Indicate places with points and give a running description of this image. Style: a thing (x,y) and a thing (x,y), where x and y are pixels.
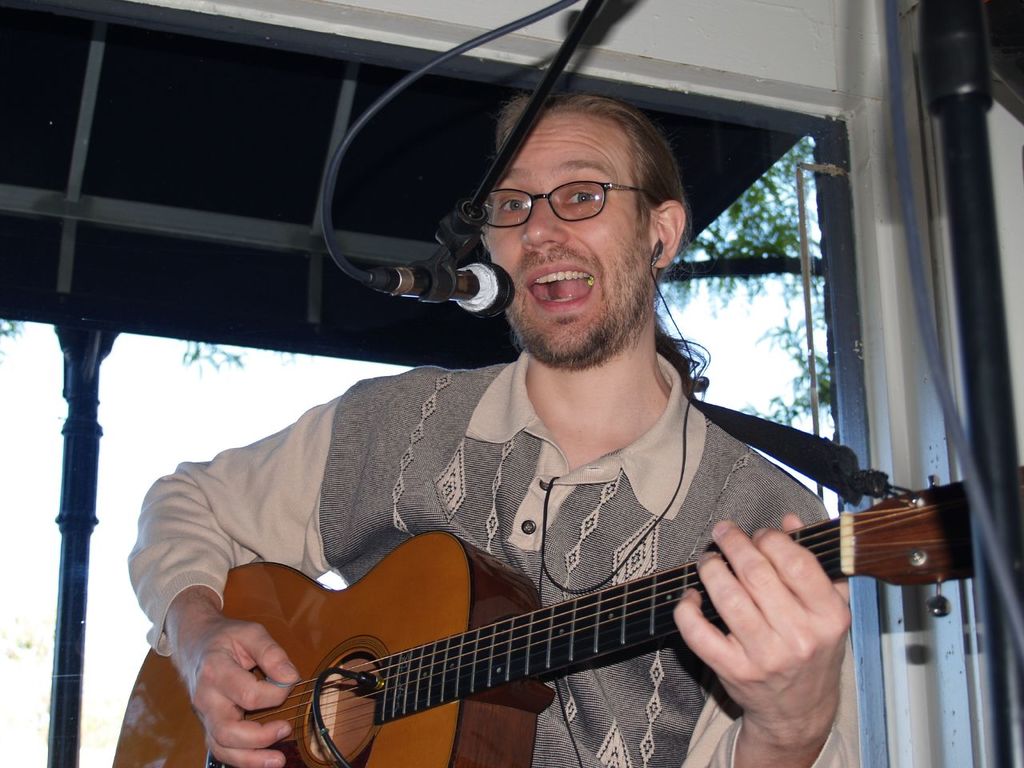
In this picture there is a man (544,452) playing a guitar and he is singing, before him there is a mike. In the background (147,246) there is shed (299,303), pole (88,443) and a tree (799,349).
